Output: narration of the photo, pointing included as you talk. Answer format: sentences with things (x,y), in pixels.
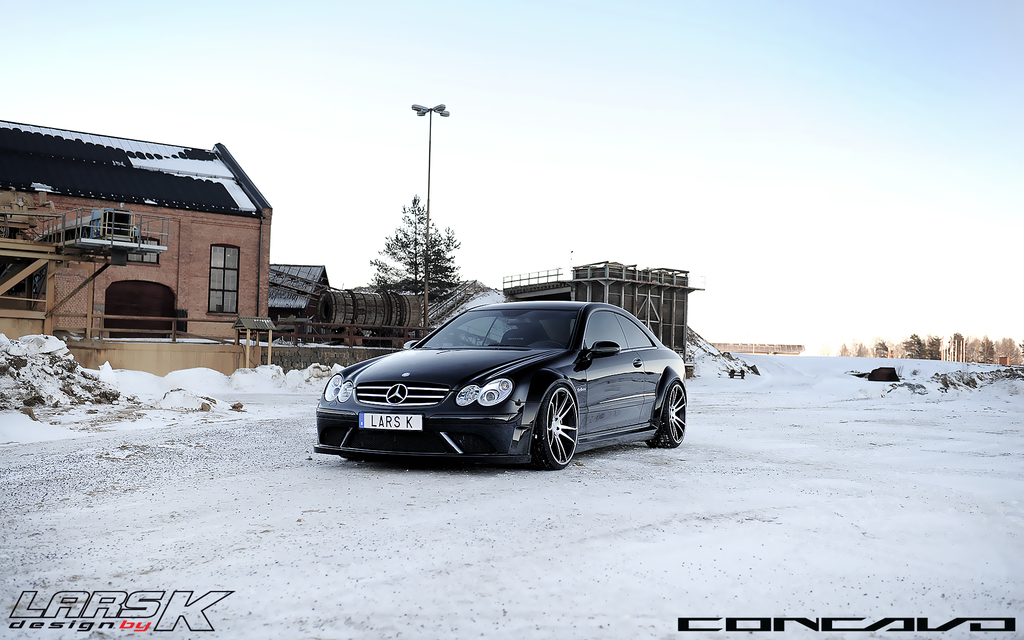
In this picture we can see a car (619,419), buildings (657,282), pole (429,160), and trees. Here we can see snow (626,471) on the ground (394,464). In the background (749,189) there is sky (704,188). At the bottom (62,622) we can see watermarks (989,622).
